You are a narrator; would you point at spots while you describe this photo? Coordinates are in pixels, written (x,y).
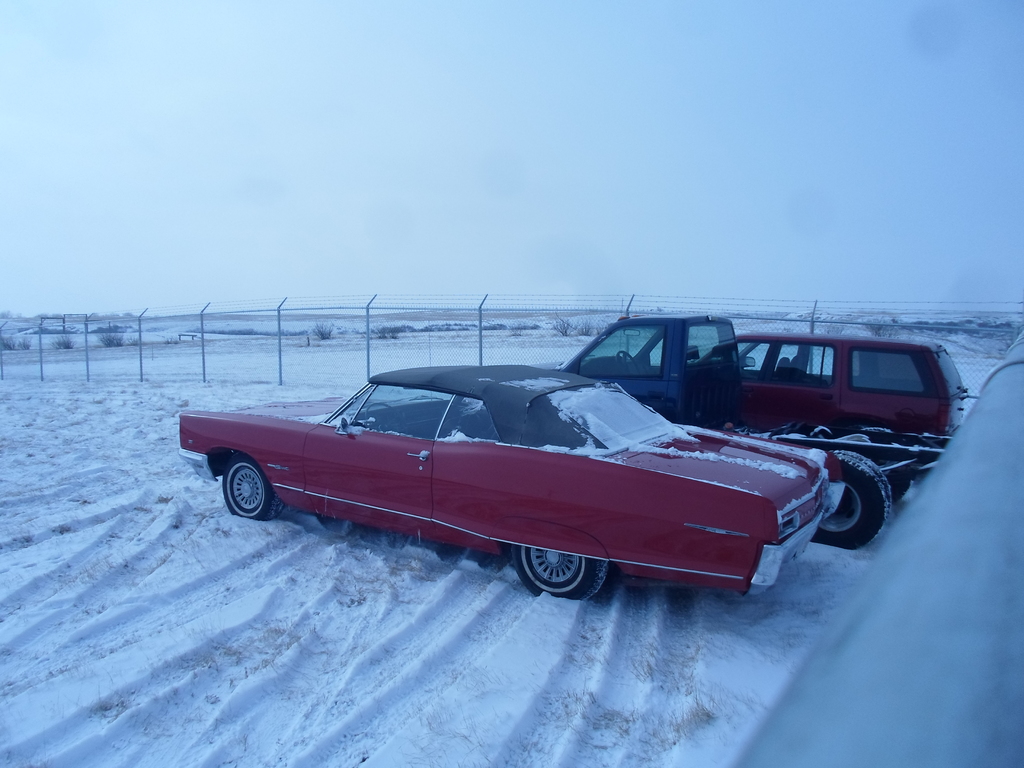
In this picture there is a red car (535,397), beside that we can see a truck (779,430) and the van (792,372). At the bottom (449,728) we can see the snow (383,692). On the left (209,334) we can see the fencing (225,315). In the background (55,339) we can see many plants (974,321) and grass (96,336). At the top (522,169) we can see sky (522,169) and clouds (408,161).
